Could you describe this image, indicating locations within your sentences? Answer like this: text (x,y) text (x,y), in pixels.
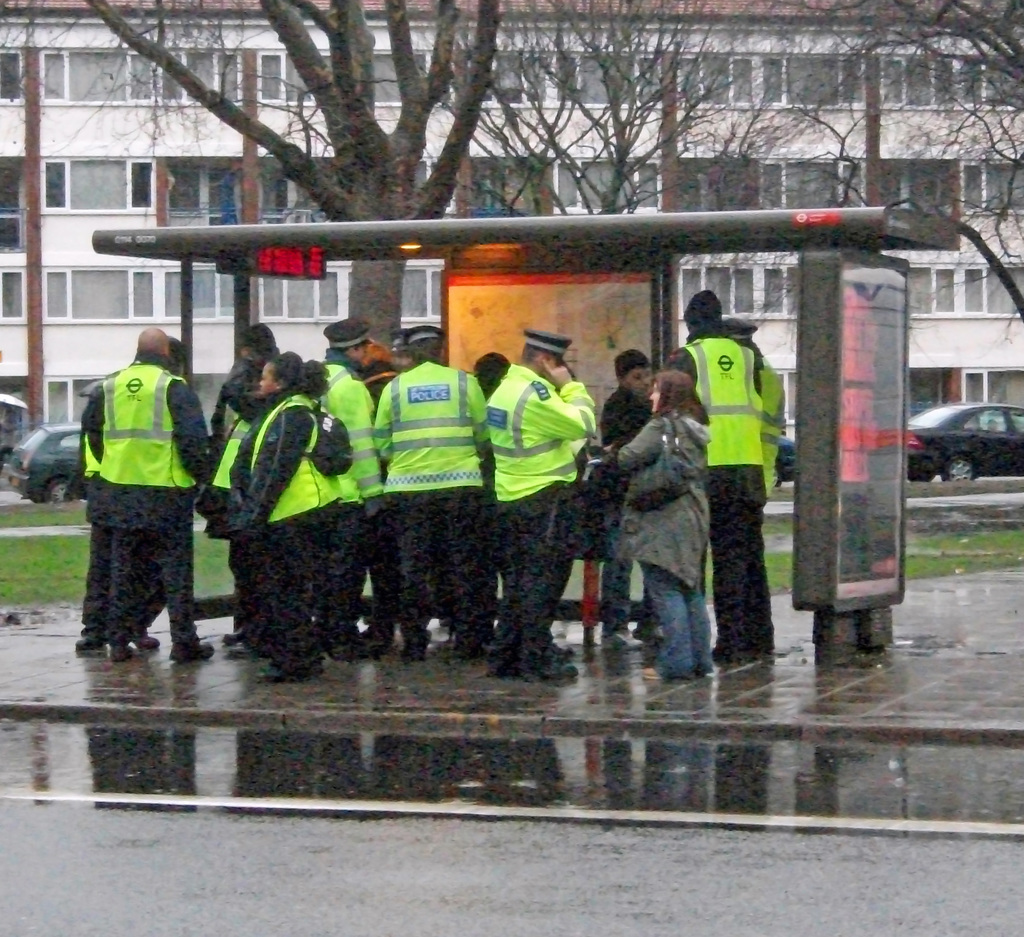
In this picture there are few persons (468,503) standing and there are few vehicles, trees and a building (527,115) in the background (508,88).
